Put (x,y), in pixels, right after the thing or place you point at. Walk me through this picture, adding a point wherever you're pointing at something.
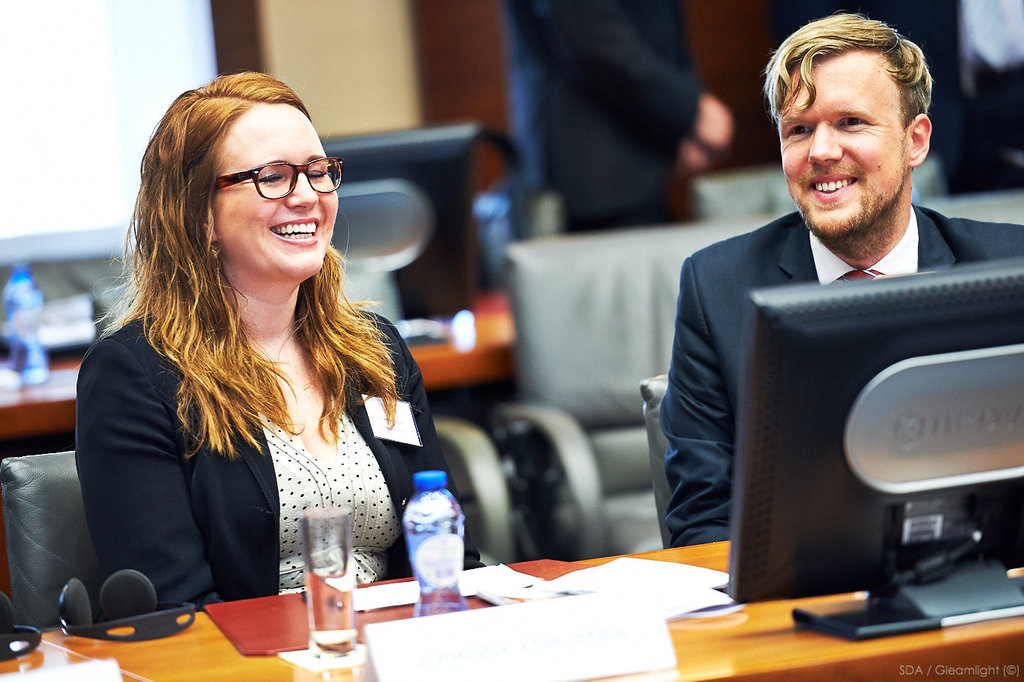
In the foreground of the picture (628,624) there is a table (501,572), on the table (547,638) there are papers (359,587), glass (347,551), bottle (440,509), headphones (139,589), desktop (883,519) and other objects (255,605). In the center of the picture (579,293) there are chairs (556,343), woman (396,362) and man (714,293). The background (317,68) is blurred.
